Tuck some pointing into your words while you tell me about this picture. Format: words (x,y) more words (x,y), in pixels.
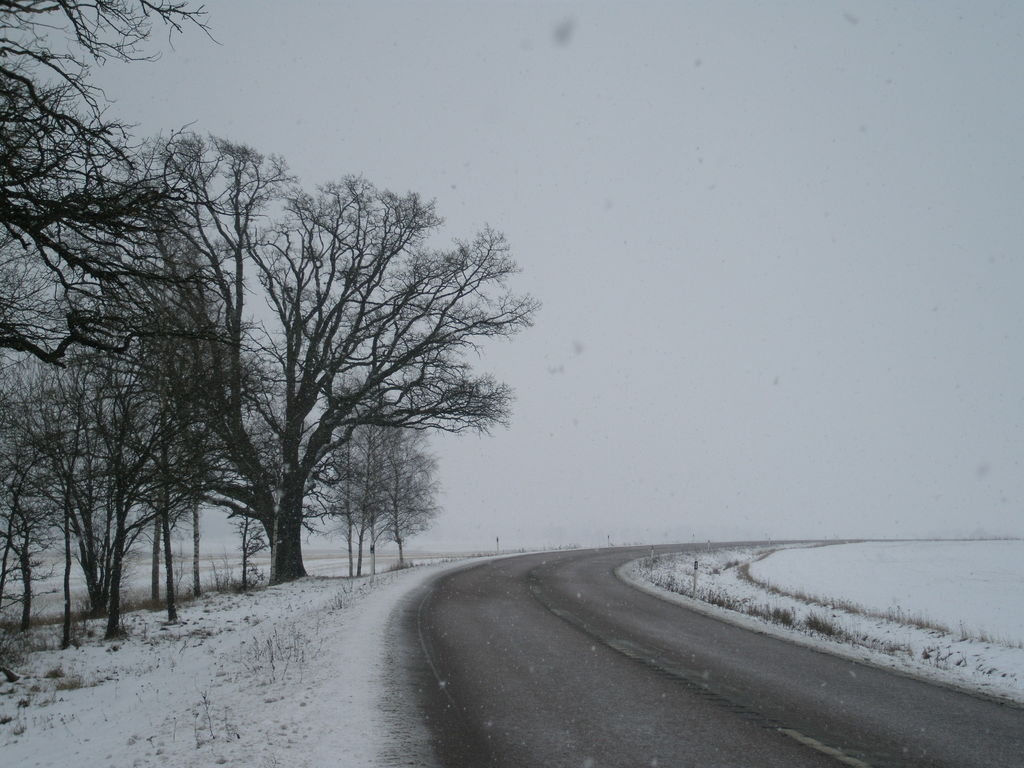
On the left (169,359) there are trees (141,459), plants (165,605) and snow (235,681). In the center of the picture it is road (525,683). On the right (941,605) there is snow (796,603). Sky (1017,520) is cloudy.
